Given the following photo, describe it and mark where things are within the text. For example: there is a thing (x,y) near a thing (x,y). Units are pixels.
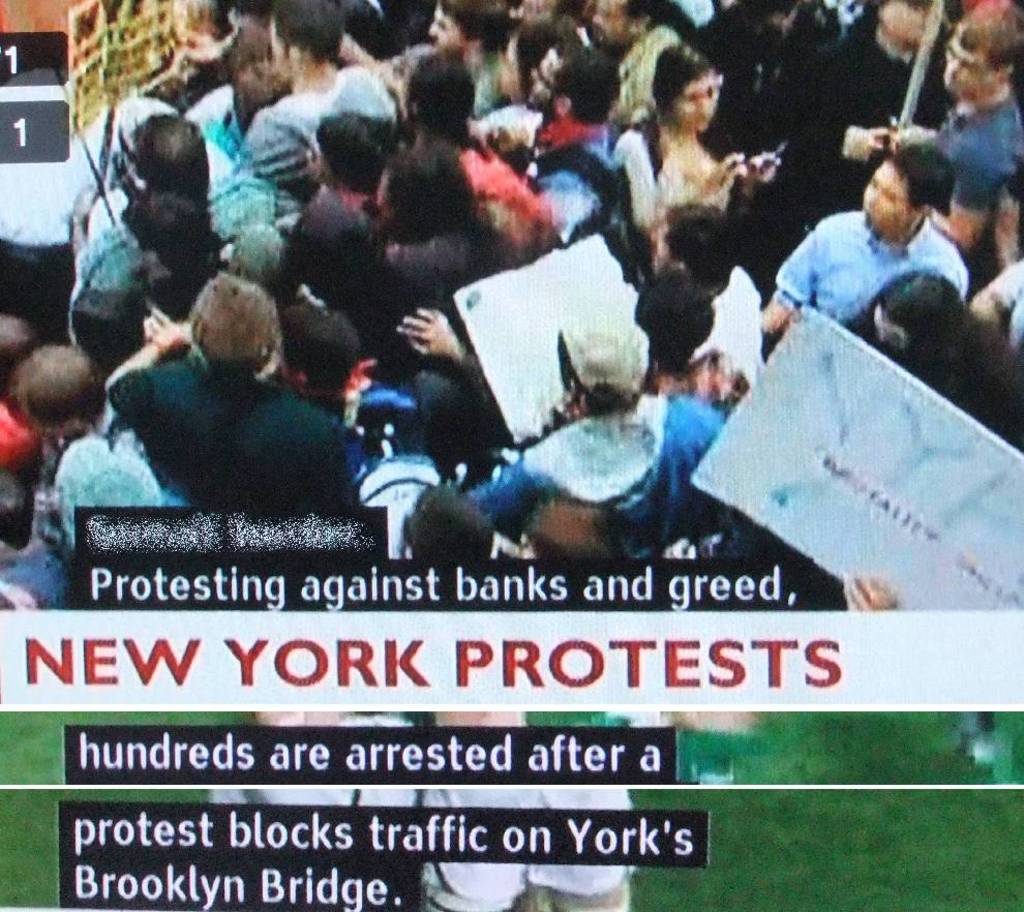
Here in this picture we can see a headline news (955,672) getting telecast in television (1014,860) and we can see people (467,469) protesting with placards (555,391) over there and we can see some text (607,658) also written below it.
